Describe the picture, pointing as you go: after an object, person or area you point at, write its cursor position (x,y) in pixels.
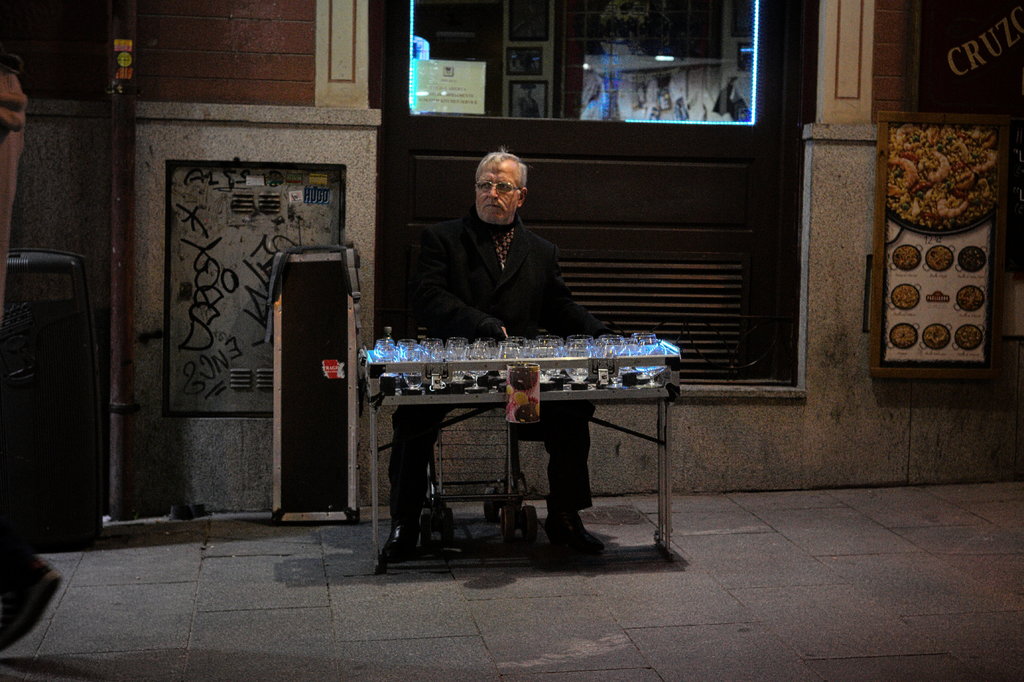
In this image there is a person (515,291) sitting on a wheel chair (526,512), there is a table (384,395), there are glasses (650,343) on the table (579,362), there are objects (308,383) on the ground (326,599), there is a board (926,205), there is an object (29,429) truncated towards the left of the image (35,329), at the background of the image (296,201) there is the wall (850,86) truncated, there is text (222,240) on the wall (191,150), there is a pole (132,261) truncated towards the top of the image (120,147), there is a paper (453,100) on the glass (610,67), there is text (457,88) on the paper (440,94), there is ground (367,626) truncated towards the bottom of the image (461,624).
